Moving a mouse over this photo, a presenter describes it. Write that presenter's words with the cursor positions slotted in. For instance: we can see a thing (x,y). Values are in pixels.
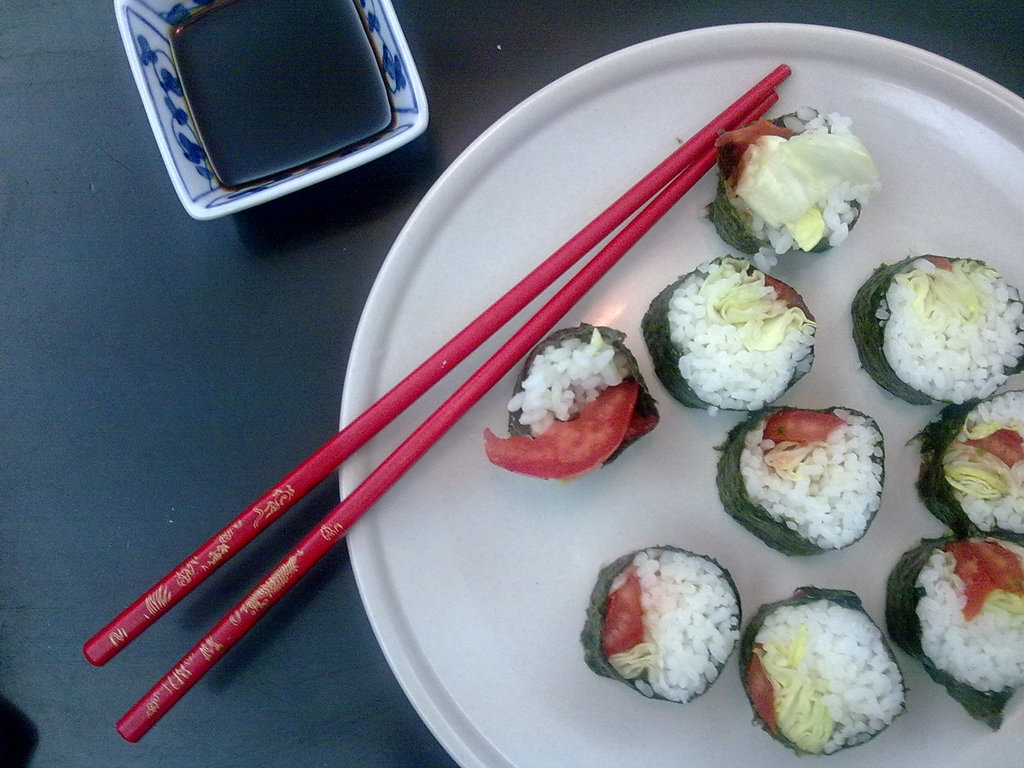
This picture shows some food (612,330) on the plate (659,97) and the chopsticks (651,222) and sauce (315,156) in the bowl (156,138) on the table (172,246).
